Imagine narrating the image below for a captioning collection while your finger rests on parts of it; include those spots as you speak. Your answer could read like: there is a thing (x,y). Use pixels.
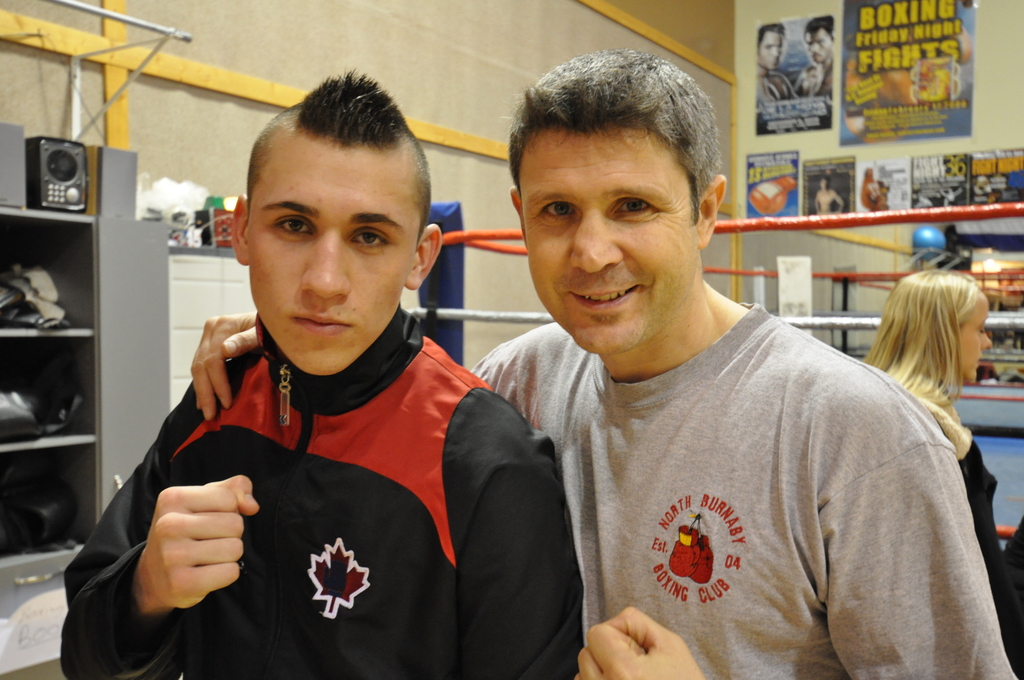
In this picture there are two persons (547,276) standing. On the right side of the image (913,25) there is a woman (997,600) and there are posters (843,113) on the wall (996,4) and there is a railing (1013,317). On the left side of the image (35,156) there is a device (63,162) and there are objects (20,472) in the cupboard (3,654) and on the table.
